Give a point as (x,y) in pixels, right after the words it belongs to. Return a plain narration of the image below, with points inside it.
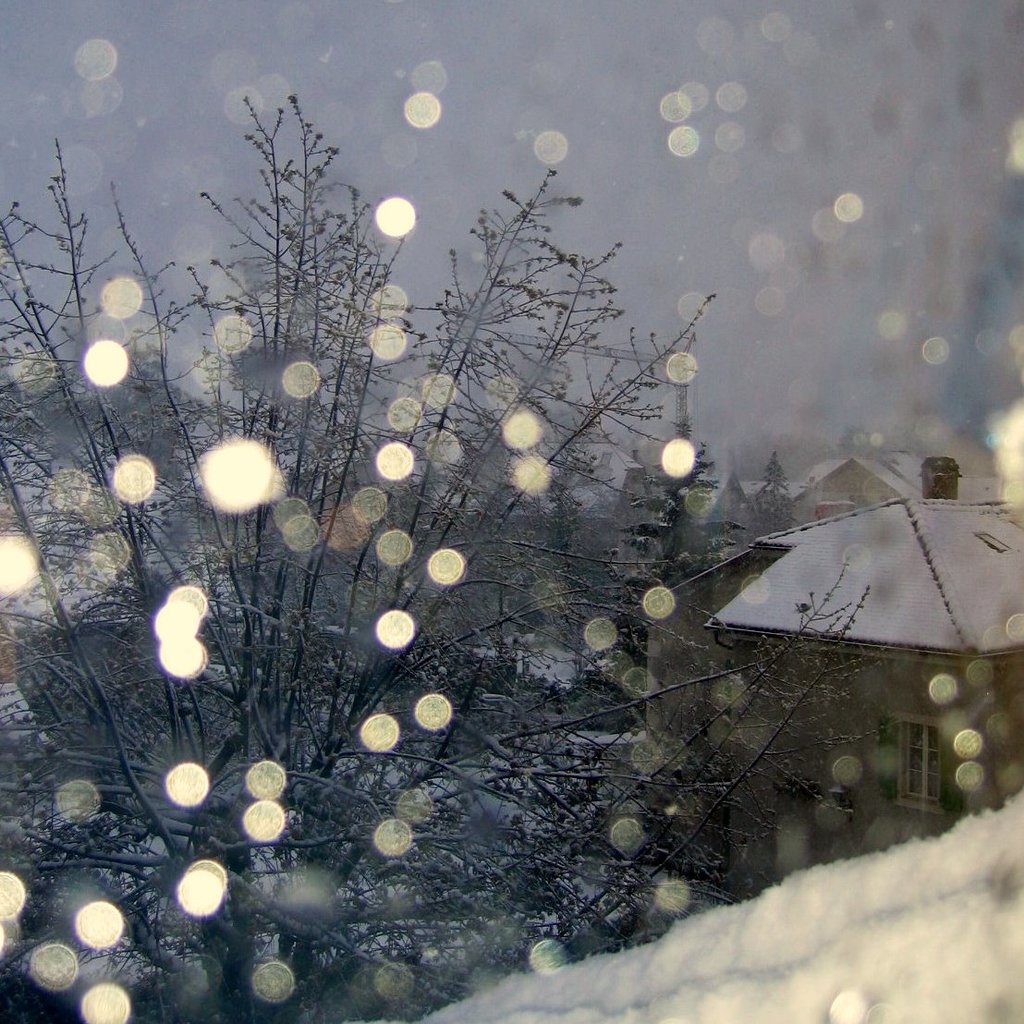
In this image we can see some snow (220,458), trees (341,694), houses (799,650) and in the background of the image (551,310) there is cloudy sky (557,83).
